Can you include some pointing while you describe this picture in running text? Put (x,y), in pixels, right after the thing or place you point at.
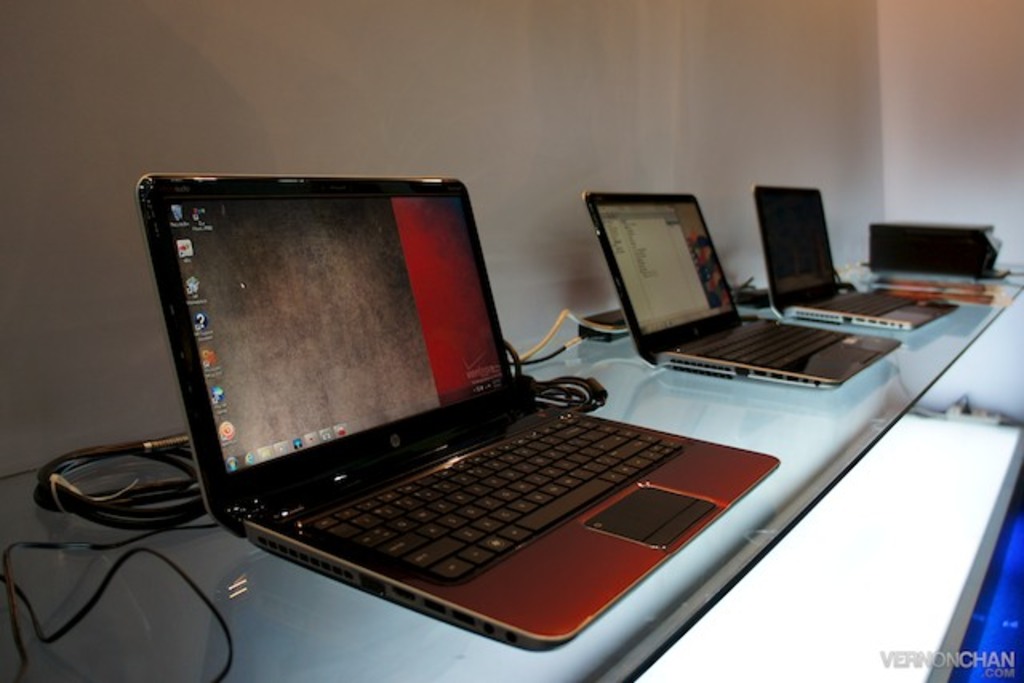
In this image there is a desk (415,658) on which there are three laptops (562,531) which are kept side by side. There are wires (89,457) behind the laptops (479,432). In the background (673,101) there is a wall (856,50).
